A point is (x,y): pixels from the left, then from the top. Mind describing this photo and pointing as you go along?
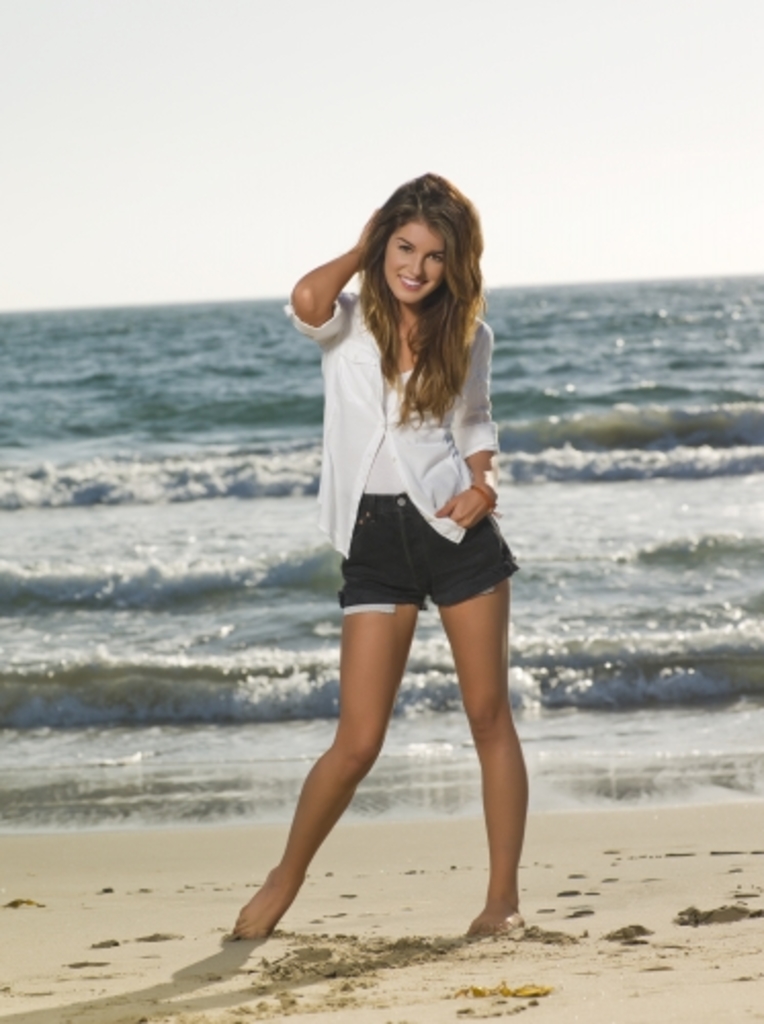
This image is taken at the beach (477,846). In this image we can see a woman (338,502) standing and smiling. We can also see the water (261,566), sand (467,963) and also the sky (263,151) at the top (414,39).
